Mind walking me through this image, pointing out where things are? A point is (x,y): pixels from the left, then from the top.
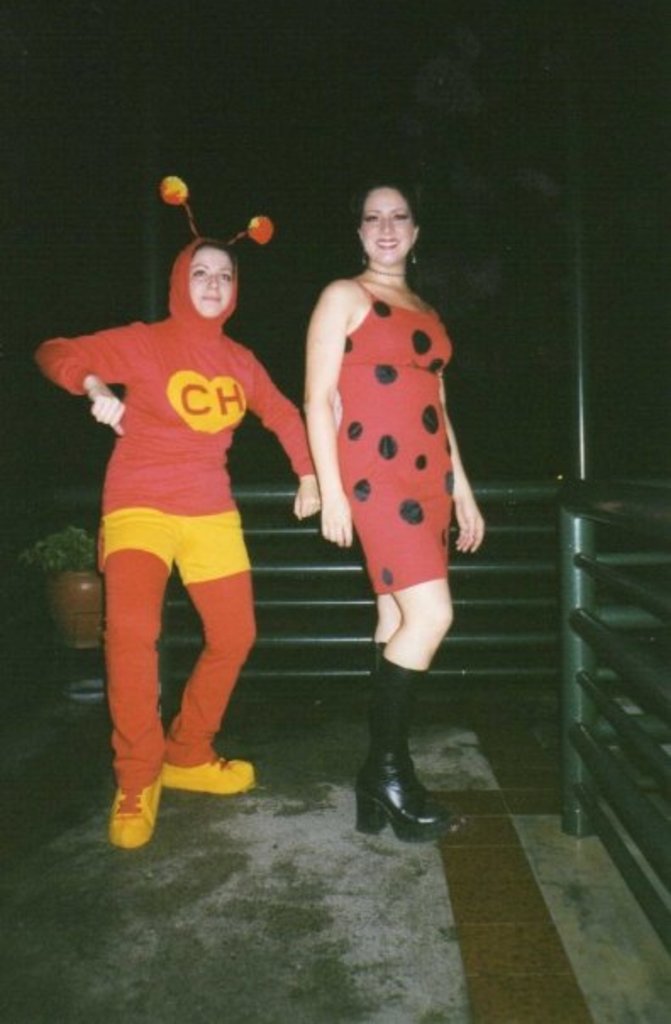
In this image we can see two people (236,347) are in different costumes (185,565) and standing on the surface (93,1010), there is a fence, flower pot (69,593) and the background (630,451) is dark.
